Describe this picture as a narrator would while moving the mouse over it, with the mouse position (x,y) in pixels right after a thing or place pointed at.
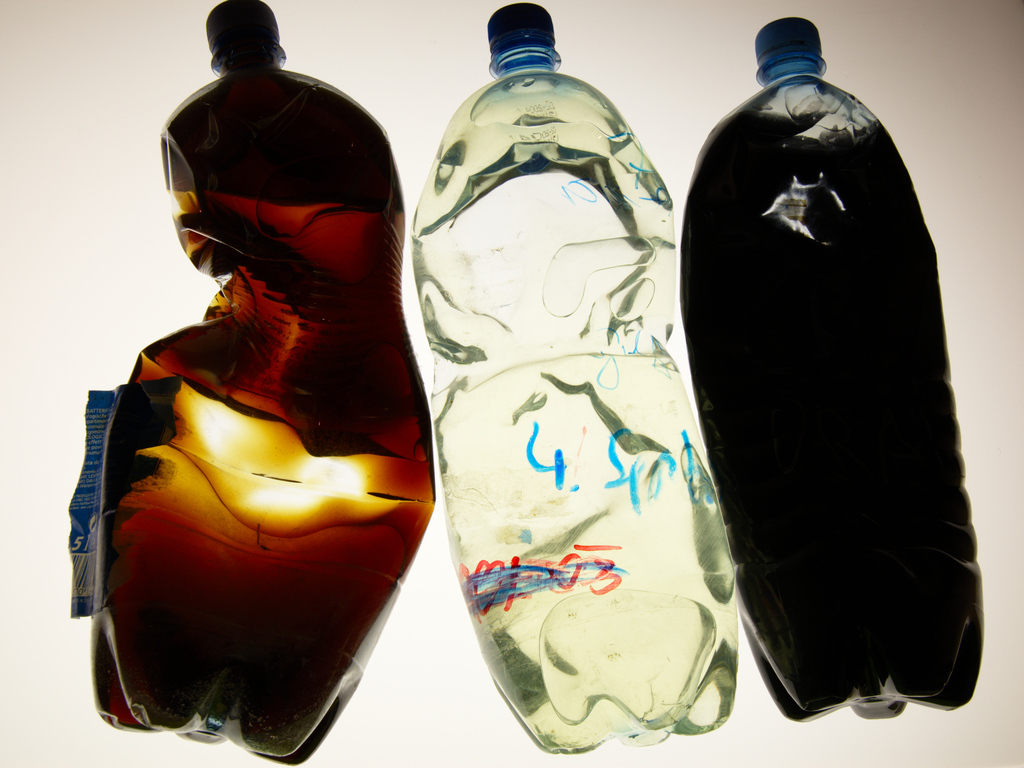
In this picture there are three water bottles (581,289) which are crushed.
